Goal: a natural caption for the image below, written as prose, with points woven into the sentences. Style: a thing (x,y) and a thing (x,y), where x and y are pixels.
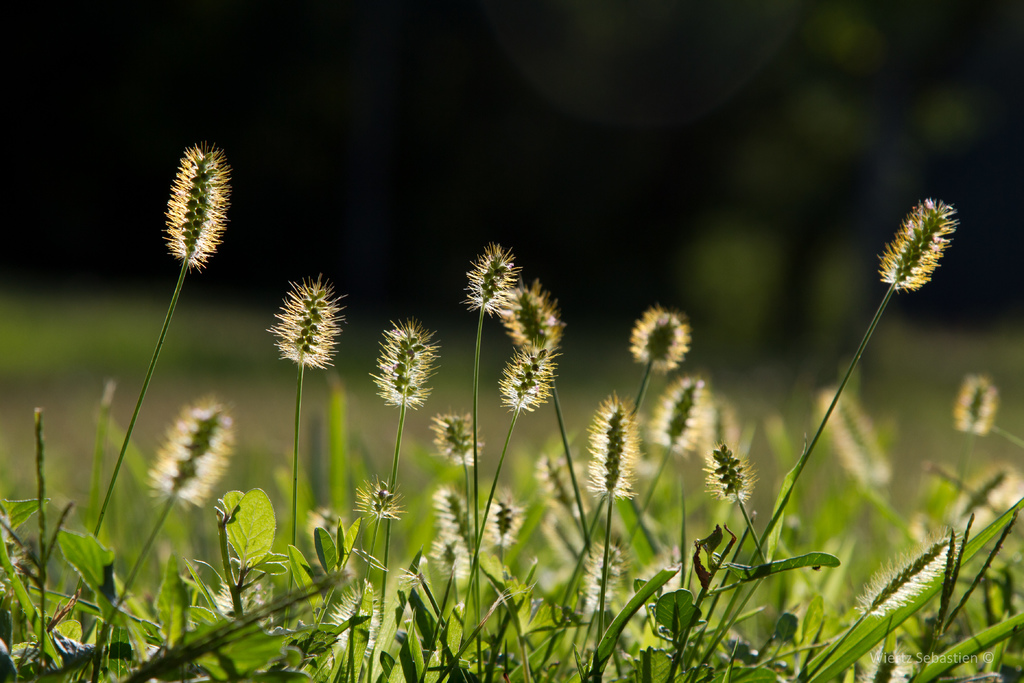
In this image we can see plants (678,635). There is a blur background (55,270).
